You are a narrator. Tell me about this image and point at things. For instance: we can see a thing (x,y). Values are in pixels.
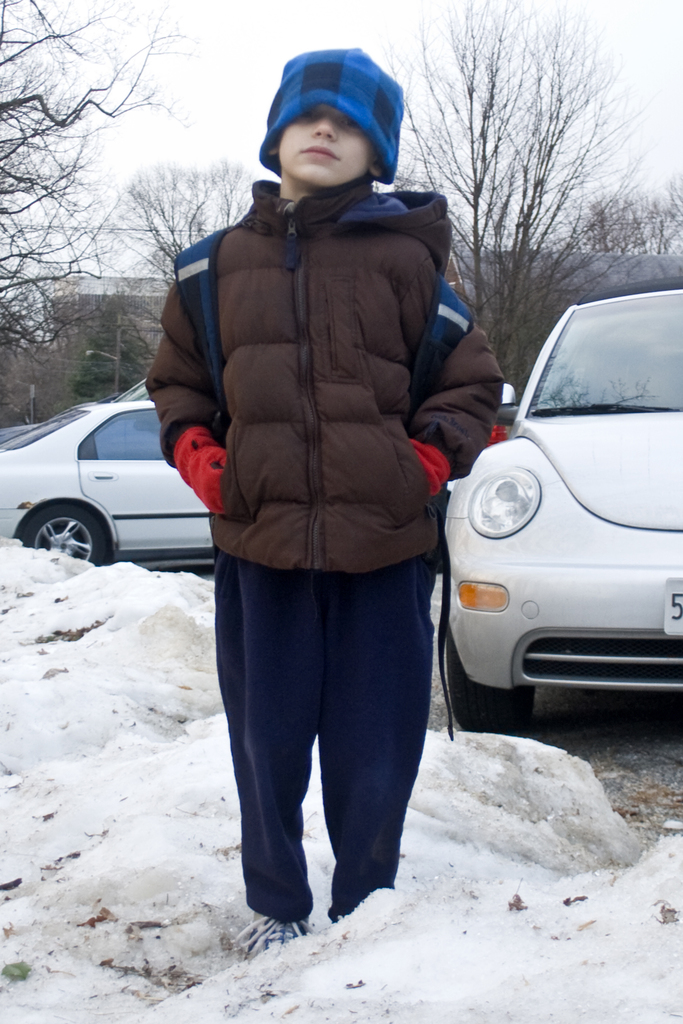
In this image we can see a child (418,597) standing on the ground (436,892) which is covered with snow (321,929). On the backside (611,620) we can see some cars (172,523) parked on the ground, a group of trees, a building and the sky (164,138) which looks cloudy.
